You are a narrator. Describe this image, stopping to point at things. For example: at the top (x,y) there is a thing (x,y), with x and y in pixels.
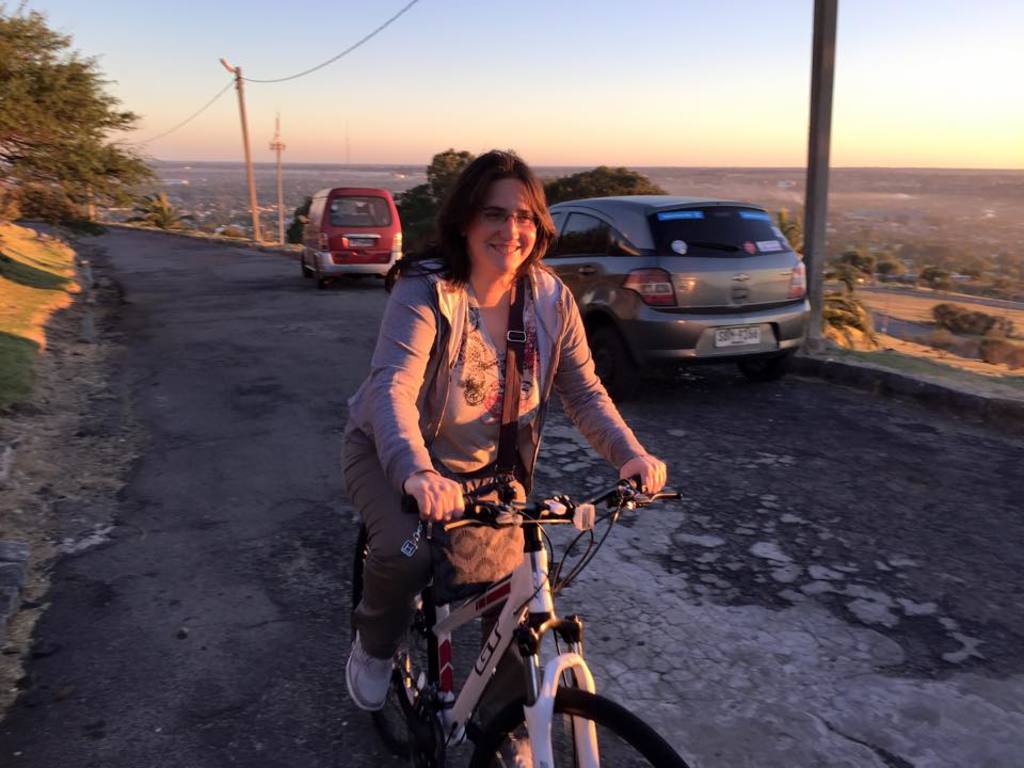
In the center of the image (379,362) there is a woman (379,362) on the bicycle (607,723). There is a road (731,478) on which there are cars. In the background of the image (96,191) there are trees (63,73) and electric poles (223,64).
